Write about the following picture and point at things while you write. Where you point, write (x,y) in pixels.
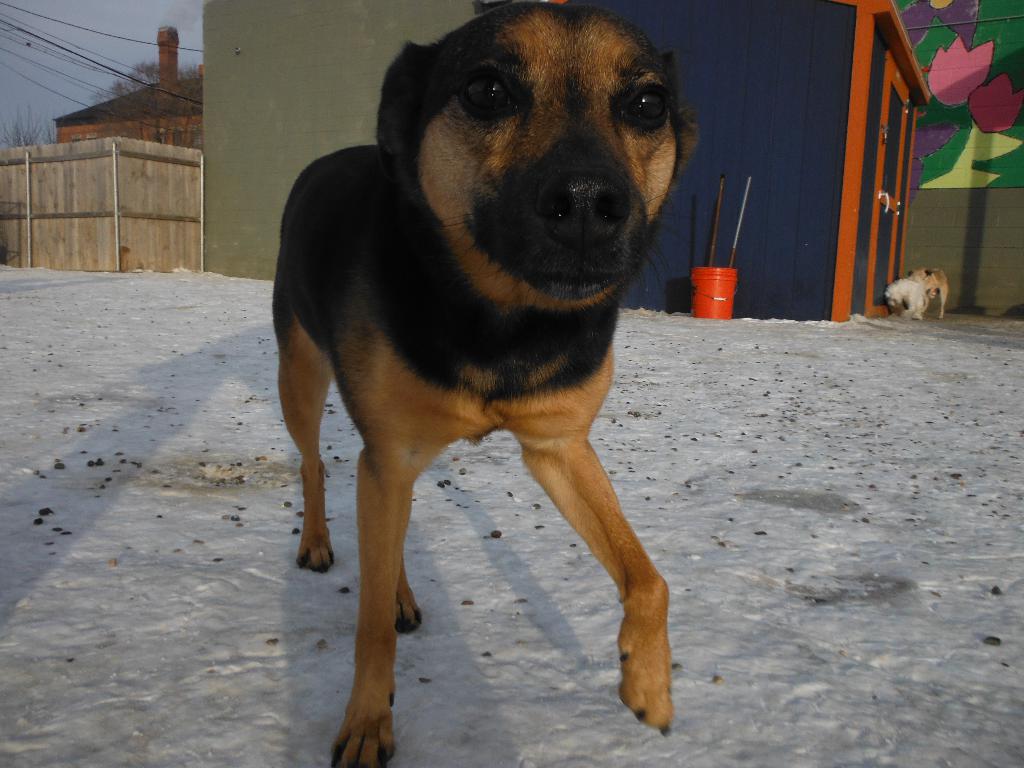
In this image I can see ground (150,285) full of snow (1010,447) and on it I can see a dog (662,625) is standing. In the background (729,124) I can see few buildings (228,149), few trees (186,76), few wires (25,31), the sky (20,102), a red colour bucket (719,275) and two more dogs (933,277).
